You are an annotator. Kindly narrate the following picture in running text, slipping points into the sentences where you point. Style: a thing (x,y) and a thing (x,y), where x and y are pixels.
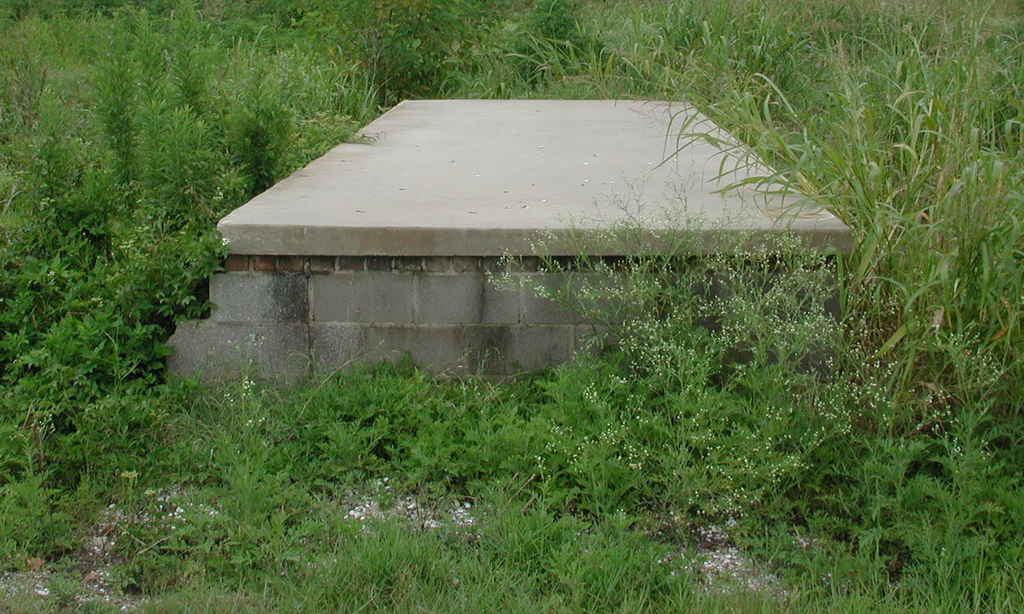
In this image there is a cement bench (251,222), around that there is grass (553,392).
